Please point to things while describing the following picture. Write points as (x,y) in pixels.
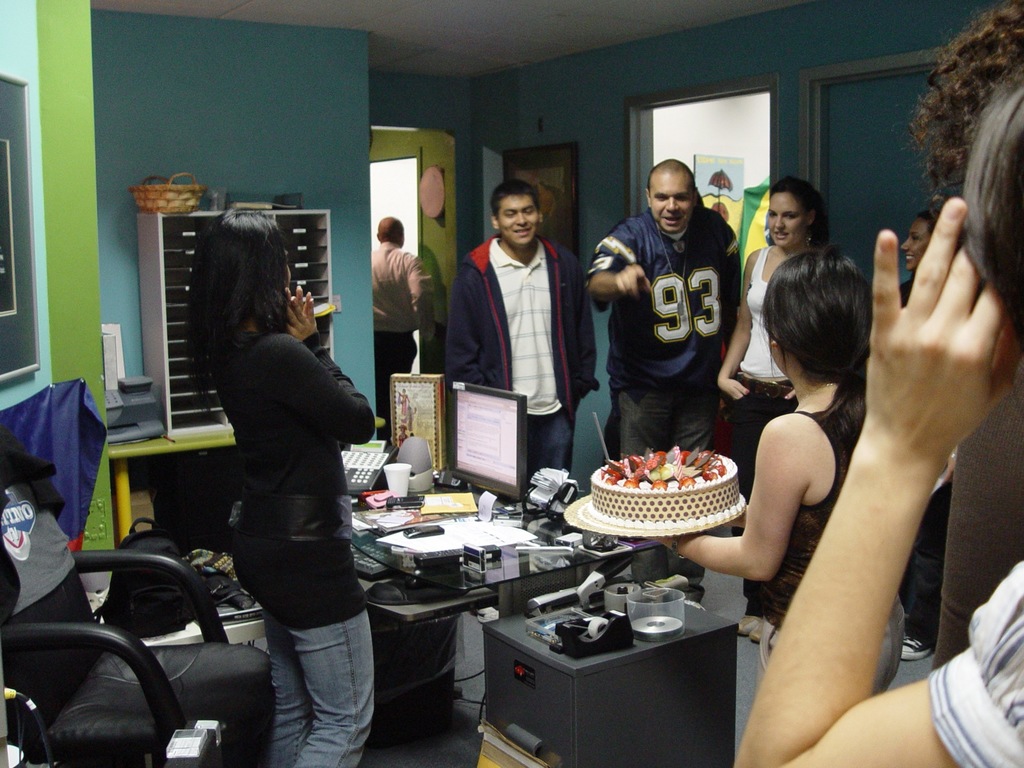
In the image there are a group of people (561,296) in a room (647,511), a girl (775,586) is holding a cake (677,515) in her hand (673,540) and in front of the girl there is a table (419,537), on the table (463,513) there is a computer system (485,446), telephone (361,455) and many other objects (395,486). On the left side (31,663) there is an empty chair (46,662) and in the background (231,87) there is a blue wall (319,145), there are some items (115,403) kept on the table (158,442) in front of the wall (353,267).
